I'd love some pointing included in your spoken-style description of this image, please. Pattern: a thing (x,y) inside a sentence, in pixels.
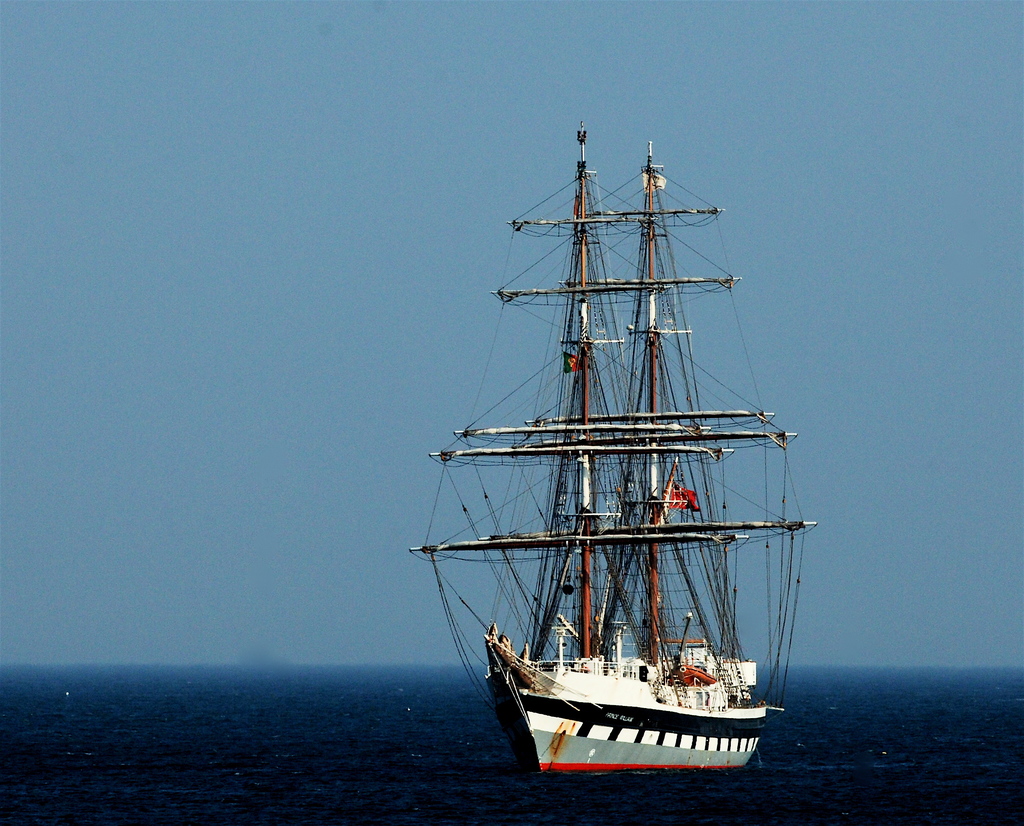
In this image we can see a ship (724,679) on the water (11,800). In the background (431,309) we can see the sky (412,123).
